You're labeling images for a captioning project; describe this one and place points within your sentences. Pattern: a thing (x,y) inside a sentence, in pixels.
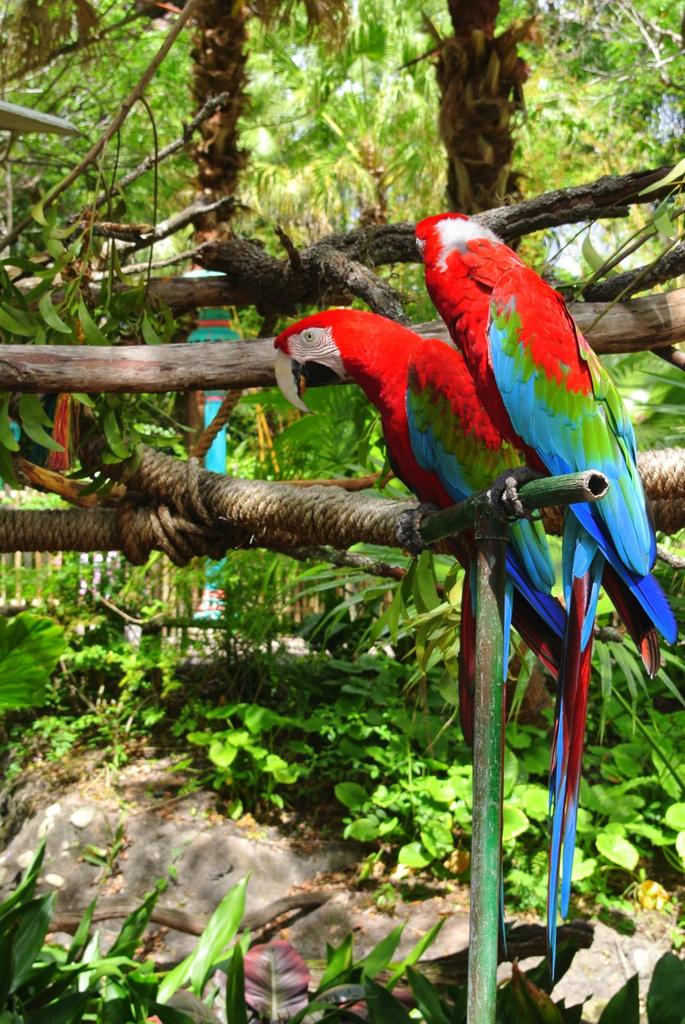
In this image we can see two parrots (517,327) standing on a pipe stand (477,509). In the background (251,584) we can see wooden fence (241,582), rocks (251,847) and plants (334,976).
